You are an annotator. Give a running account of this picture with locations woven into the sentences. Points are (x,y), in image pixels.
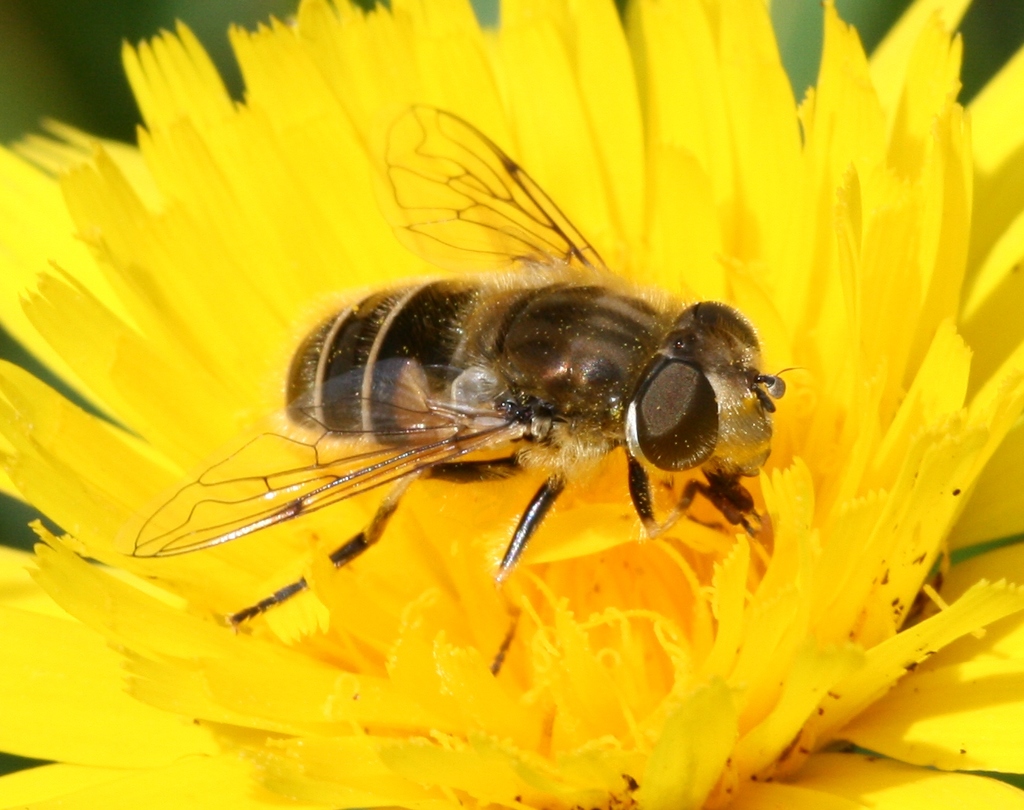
This image consists of a hoverfly (402,403) sitting on a flower (389,235). The flower (820,301) is in yellow color.
